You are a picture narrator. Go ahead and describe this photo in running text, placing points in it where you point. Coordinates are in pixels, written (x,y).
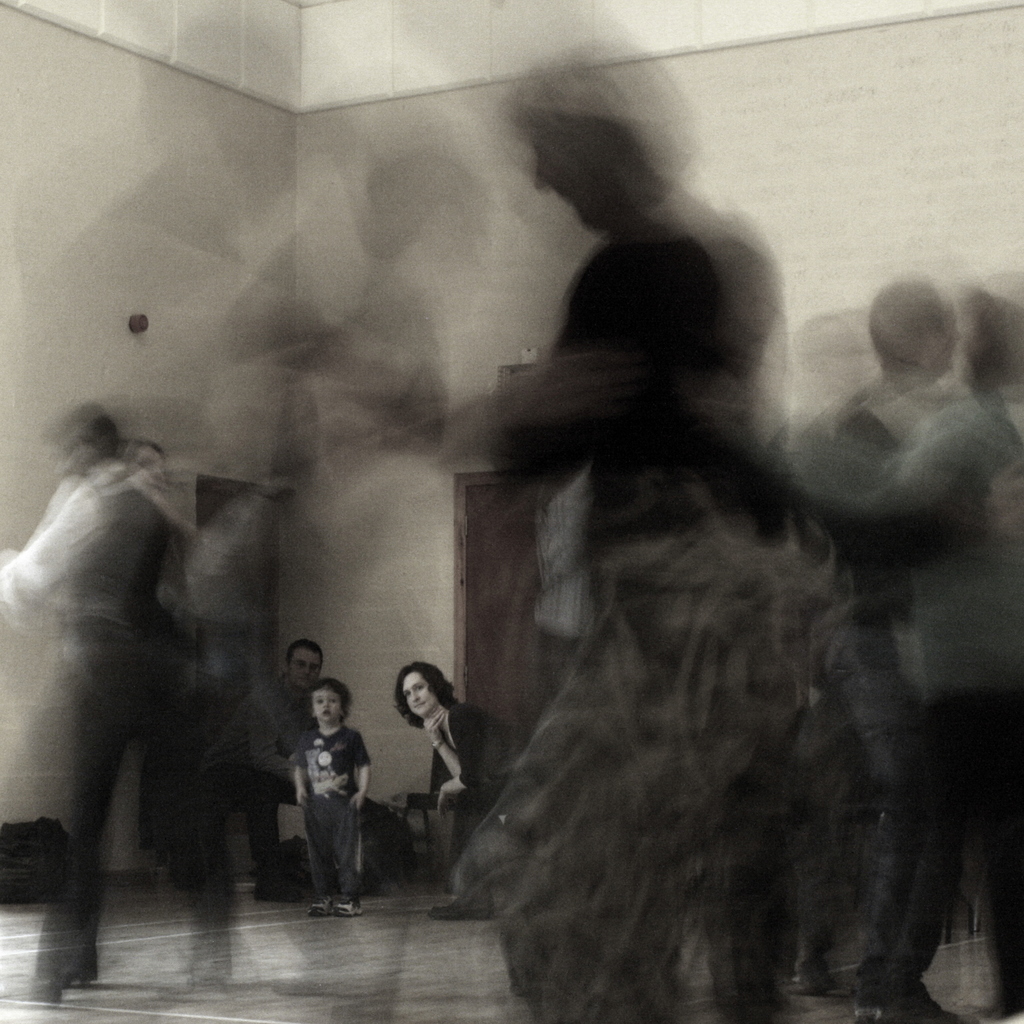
In this picture we can see some people (907,646) in the front (953,628), there are two persons (484,768), a kid (320,750), a wall (399,741) and doors (504,559) in the background (413,540).
